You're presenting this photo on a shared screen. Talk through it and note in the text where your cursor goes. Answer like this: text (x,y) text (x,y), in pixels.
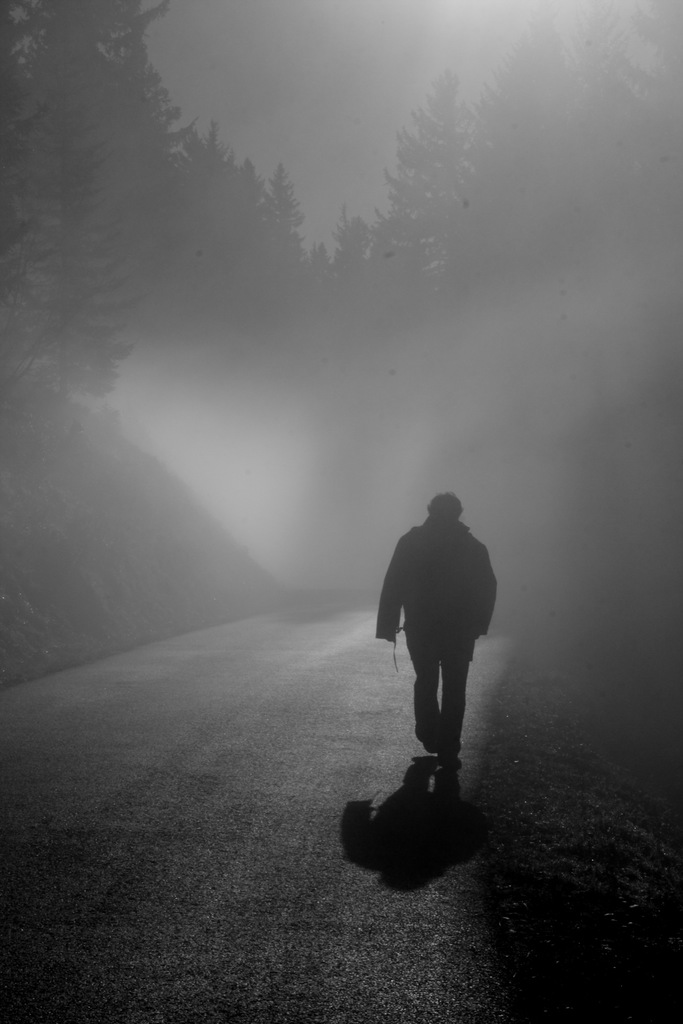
It is a black and white picture. In the center of the image (435,600) we can see one person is walking on the road (420,943). In the background (425,291) we can see the sky (464,55), trees (40,162), smoke (339,481) etc.
